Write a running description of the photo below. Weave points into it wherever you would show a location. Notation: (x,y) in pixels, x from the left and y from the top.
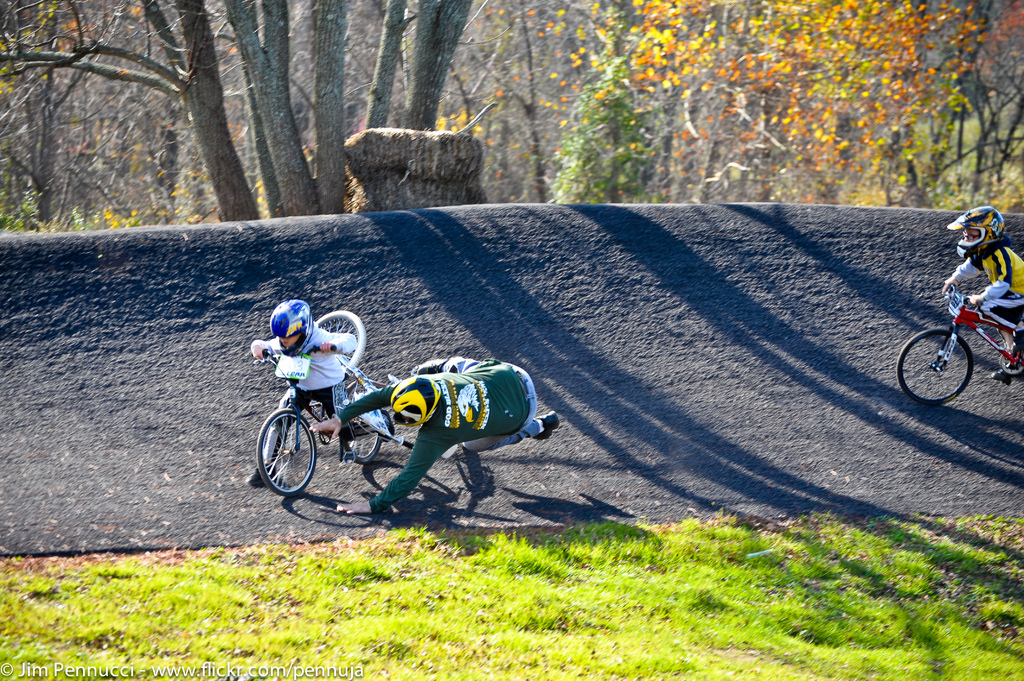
At the bottom of the image (584,625) there is grass (642,596) on the ground (734,597). Behind the grass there is a slope (911,334) with few people (425,435) are riding bicycles (296,364). At the top of the image (635,119) there are many trees (684,89).
